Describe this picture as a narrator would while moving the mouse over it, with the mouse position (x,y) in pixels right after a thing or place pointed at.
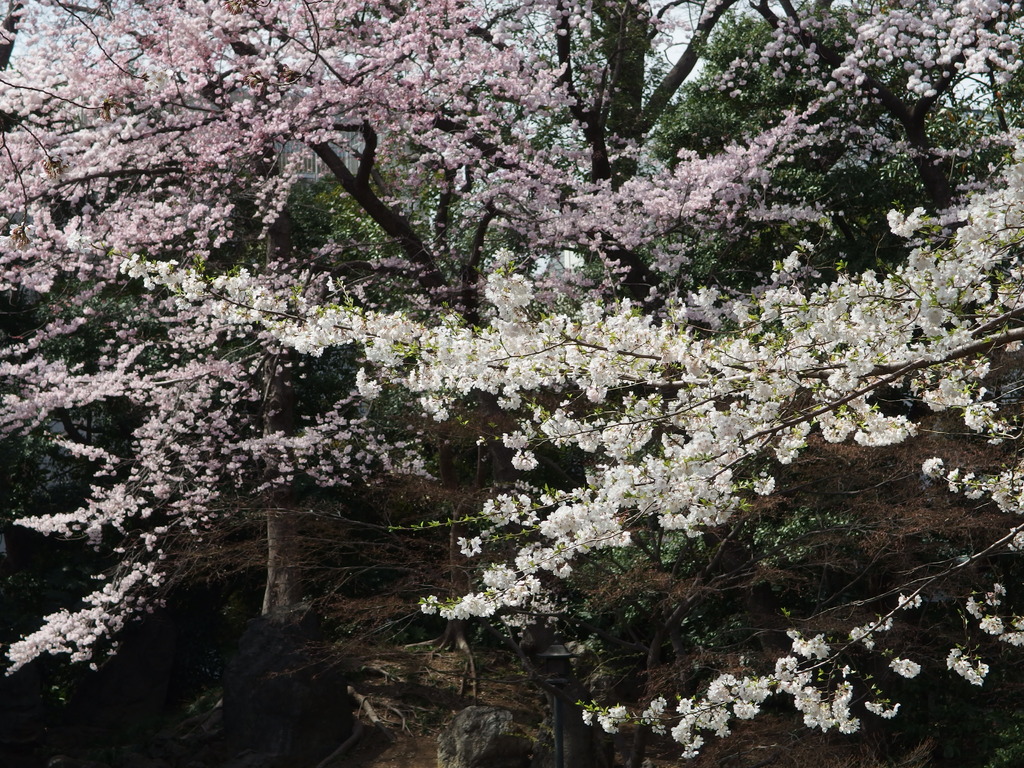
This image consists of trees (415,468). And we can see flowers (449,343) in white and pink color.
